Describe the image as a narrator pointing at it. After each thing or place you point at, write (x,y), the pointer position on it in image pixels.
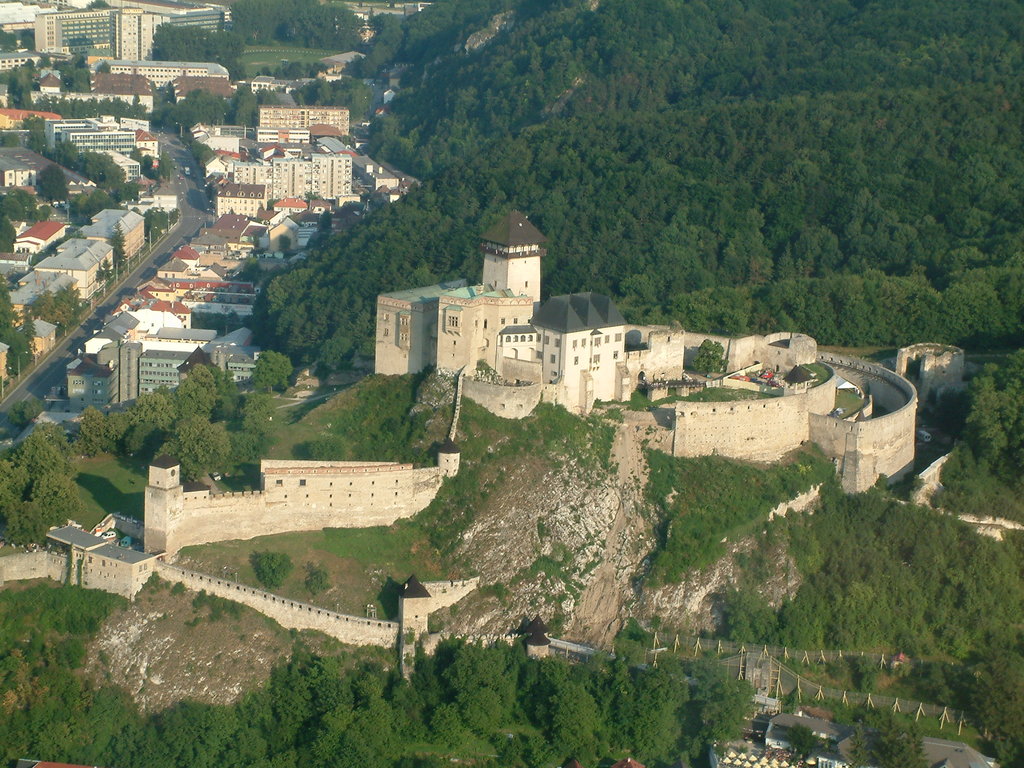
This picture is clicked outside the city. In the foreground (633,674) we can see the green grass (512,728), plants (313,588). In the center (669,378) there is a castle (669,393). In the background (974,72) we can see the trees (498,119) and the buildings (309,157) and there are some vehicles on the road (70,353).
